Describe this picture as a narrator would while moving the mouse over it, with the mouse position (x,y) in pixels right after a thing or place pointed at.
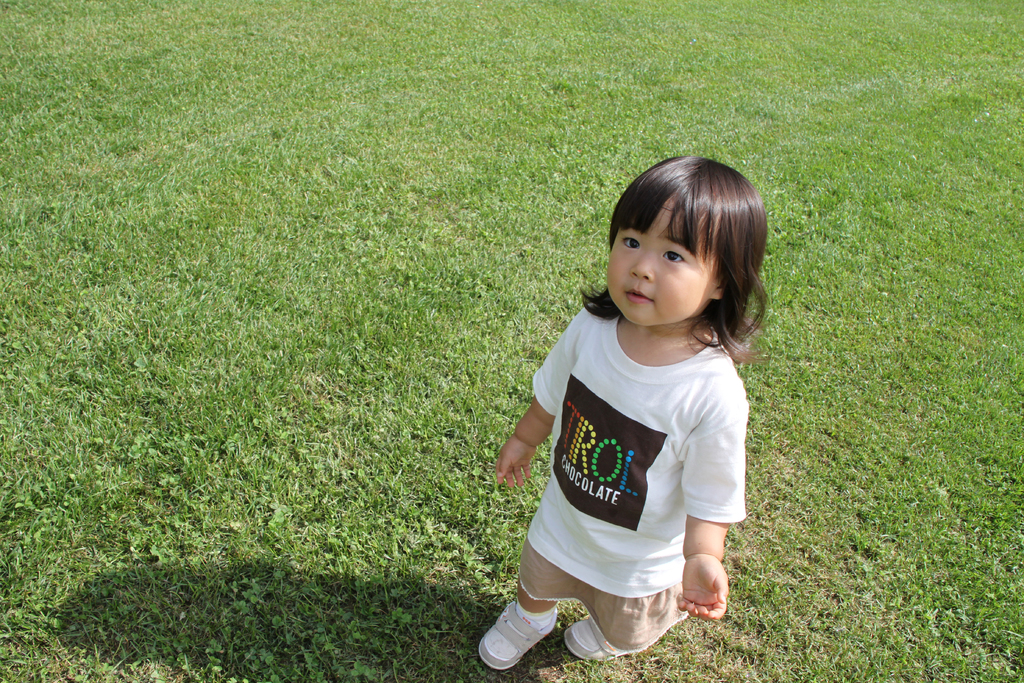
In the image there is a little girl (652,329) in white t-shirt (661,436) and shoe (505,643) standing on the grassland (782,216).
